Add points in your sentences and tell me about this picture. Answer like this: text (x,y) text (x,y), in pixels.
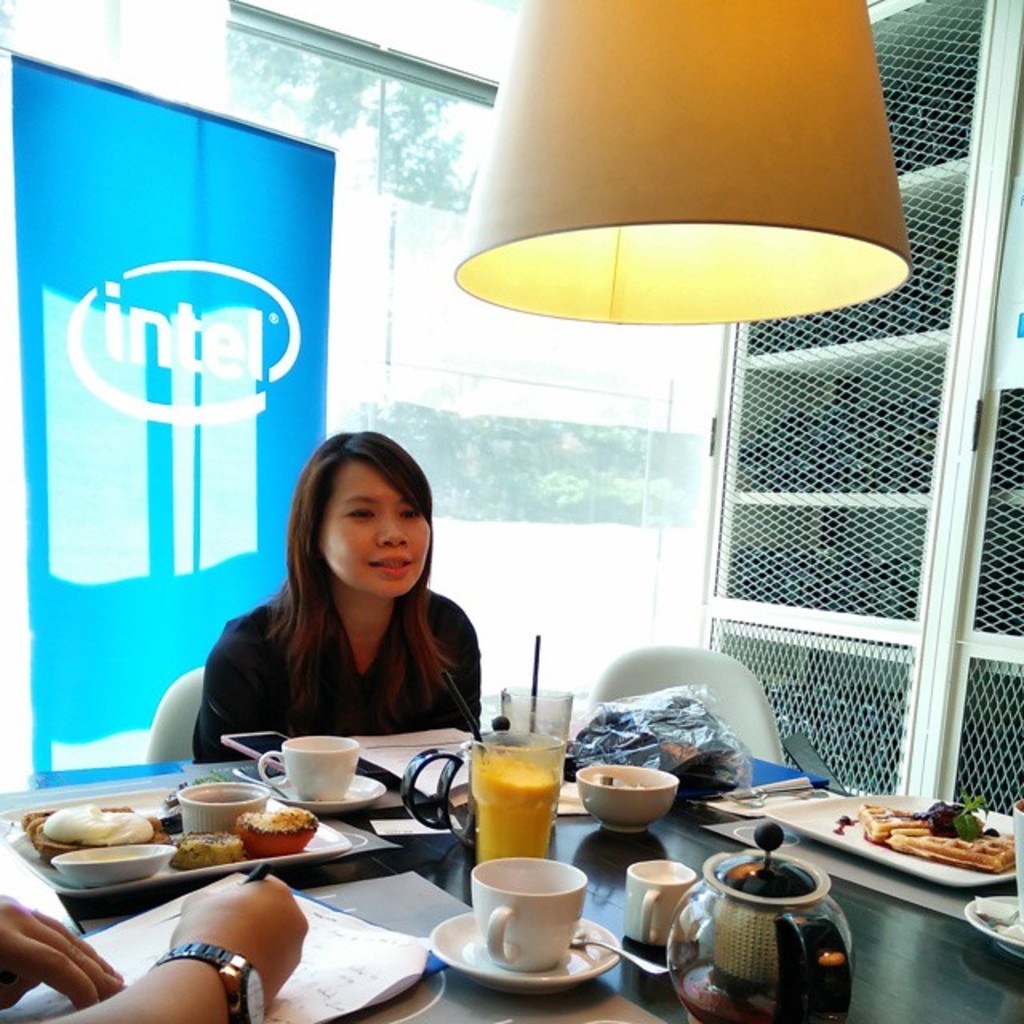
On the table (925,964) there is cup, drink (533,792), glass (516,754), bowl (641,798), saucer (360,798), tray (310,850), food (935,836), above the table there is light (706,188), woman (324,660) sitting on the chair (179,725), in the background (491,455) there is glass (529,556), another person (172,976) sitting wearing watch (187,959) and holding pen (266,871).
